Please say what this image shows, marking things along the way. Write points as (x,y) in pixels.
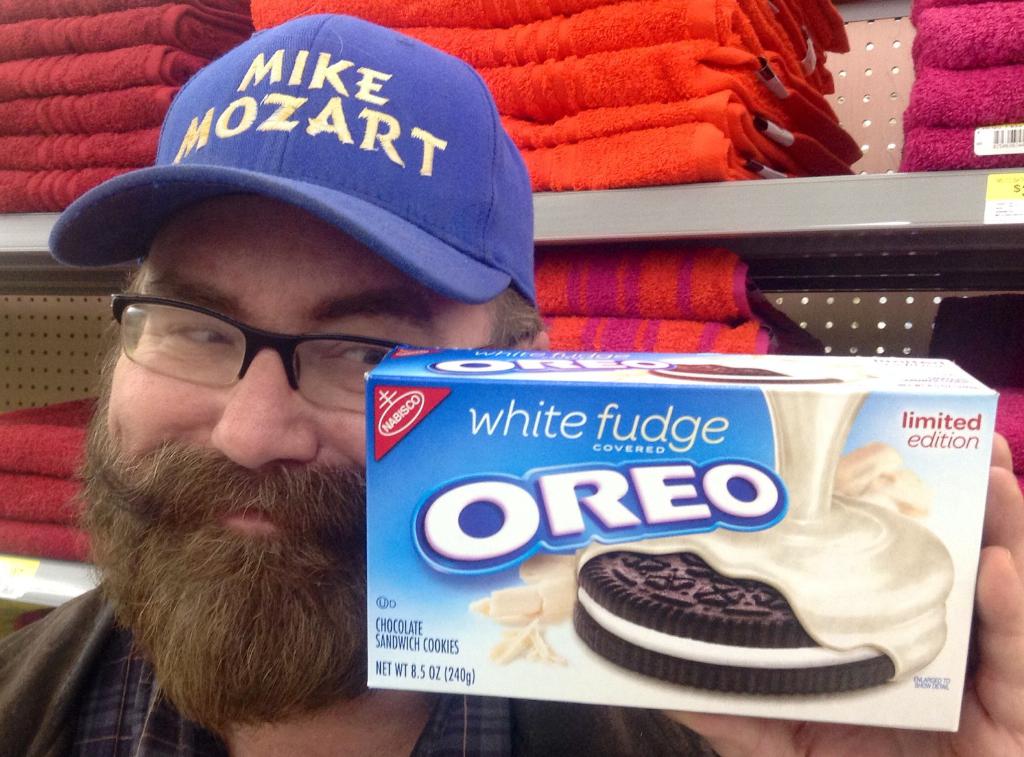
In this image I can see a man (211,714) in the front (38,686) and I can see he is holding a box (803,397). I can also see he is wearing a specs (203,372) and a blue colour cap (103,242). I can also see something is written on the cap (531,213) and on the box (656,386). Behind him I can see number of colourful towels (601,89) on the shelves (981,190). On the both sides of the image I can see two stickers (27,571) on the shelves (967,197).
